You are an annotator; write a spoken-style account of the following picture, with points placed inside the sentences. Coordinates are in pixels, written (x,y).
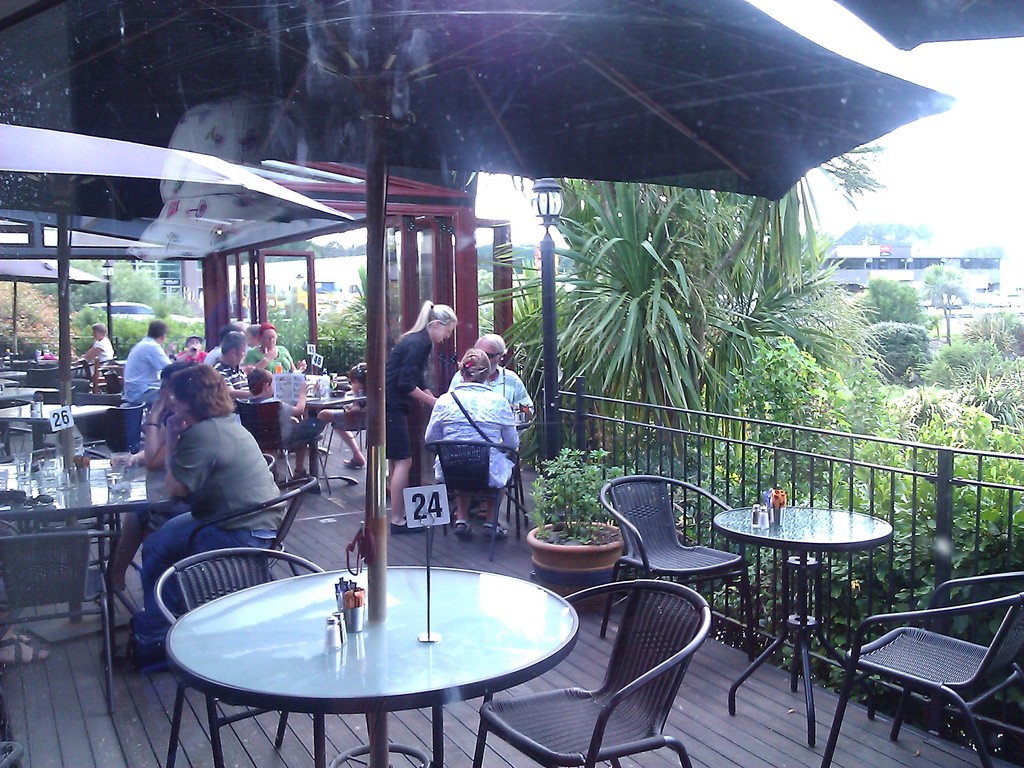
In this image I can see the group of people (202,422) sitting on the chairs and one person (388,357) is standing. In front of them there is a table (95,482). On the table (102,498) there are some glasses (112,474). There are some plants (755,287), sky (992,144) and the railing (914,526).
